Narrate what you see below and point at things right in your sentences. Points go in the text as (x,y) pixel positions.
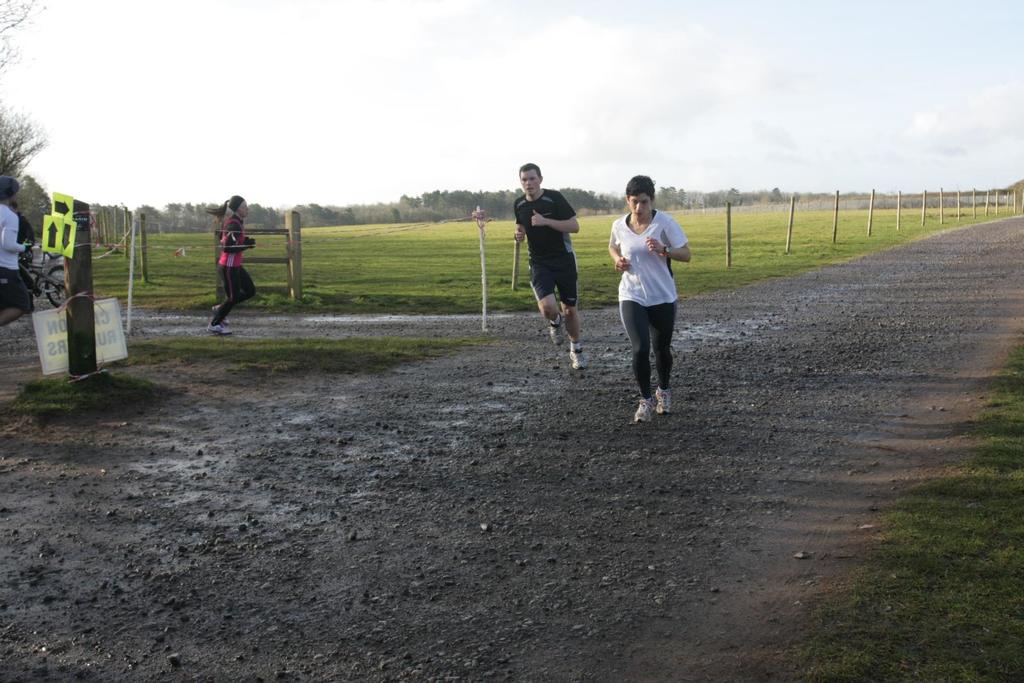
In this picture I can see few people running and a man (14,302) walking and I can see another man (26,226) holding bicycle (37,283) and I can see trees (31,199) and a board (113,345) with some text (57,325) and I can see grass (394,255) on the ground (507,283) and a cloudy sky (564,92).
